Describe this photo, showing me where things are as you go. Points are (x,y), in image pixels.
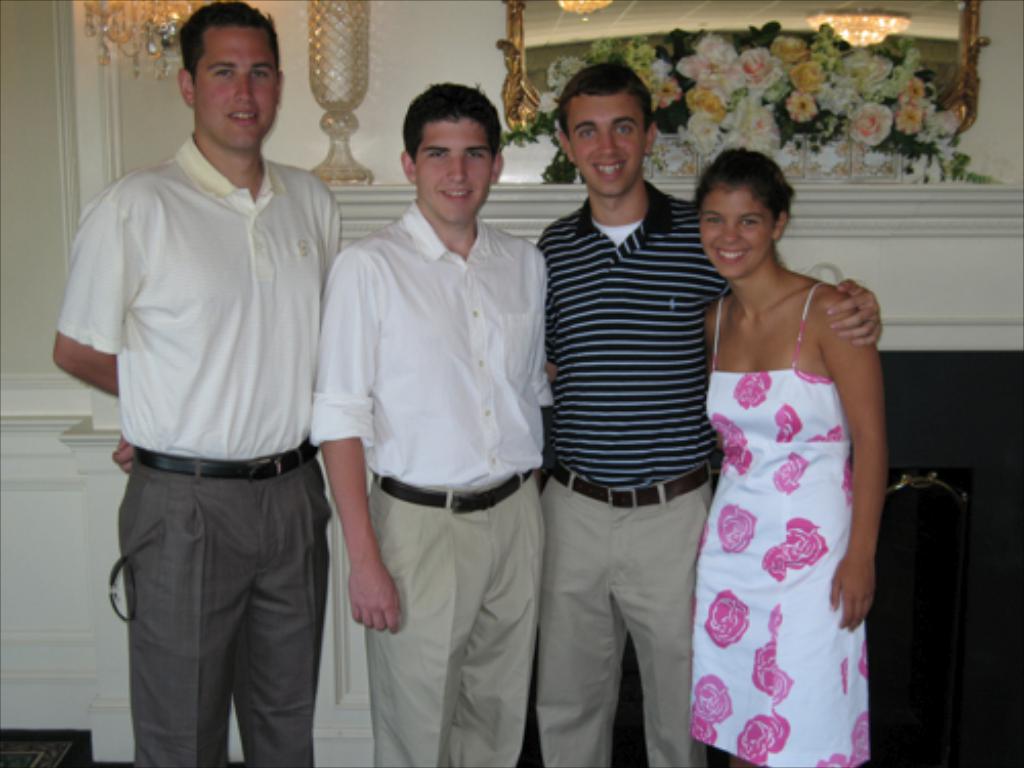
In this image, we can see there are four persons (285,167) in different color dresses (807,302), smiling and standing. In the background (864,123), there are flowers (796,46) arranged on a wall (991,108), beside these flowers (923,99), there is a mirror (846,5), in the mirror (836,11), we can see there are two lights (895,12), beside this mirror (723,16), there is a glass item (347,90) arranged on the wall (468,40), beside this glass item (345,146), there is a light (89,16) and there is a wall (453,46).
